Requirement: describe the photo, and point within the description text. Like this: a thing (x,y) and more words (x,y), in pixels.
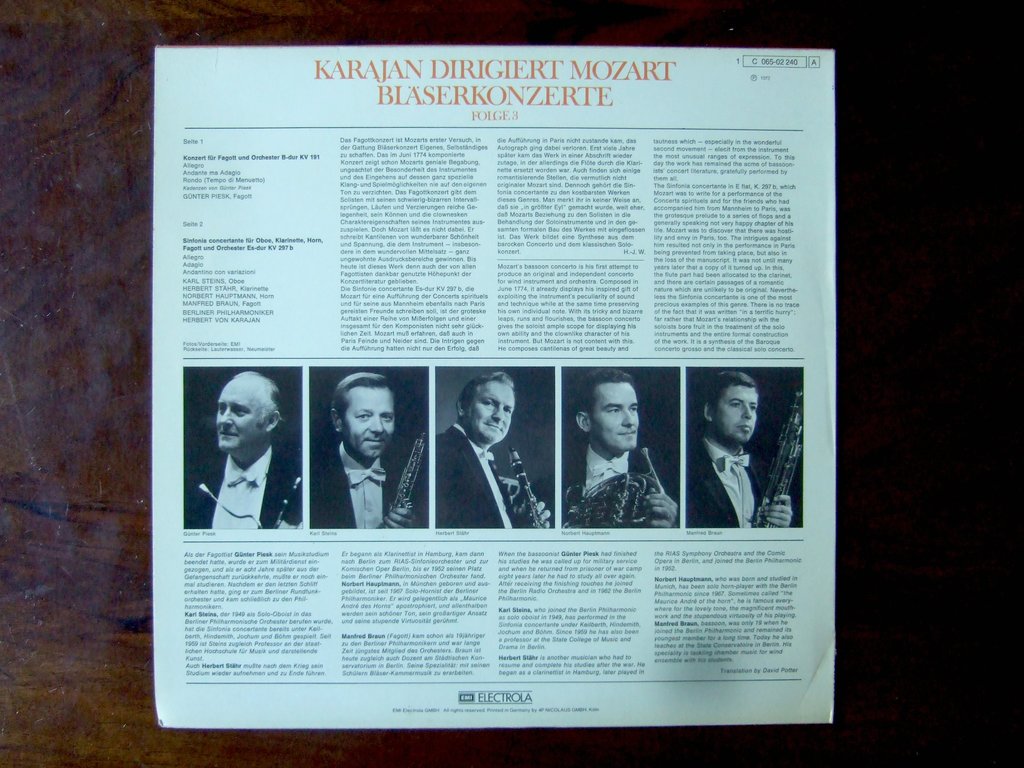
In the center of the image (547,412) we can see a magazine (435,476). On magazine (471,483) we can see some photos (471,406) and text (521,149) are present.
